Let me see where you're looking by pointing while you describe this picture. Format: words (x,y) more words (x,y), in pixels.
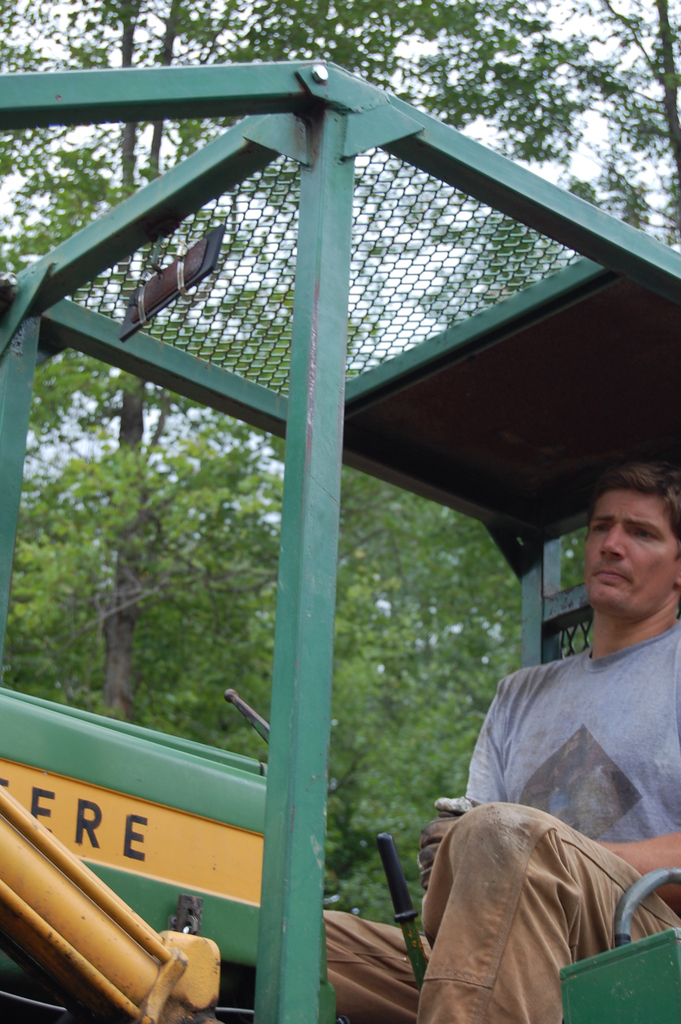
In this image in front (580,715) there is a person (663,911) sitting on the vehicle (256,1008). In the background of the image (105,590) there are trees (379,496) and sky (584,24).
